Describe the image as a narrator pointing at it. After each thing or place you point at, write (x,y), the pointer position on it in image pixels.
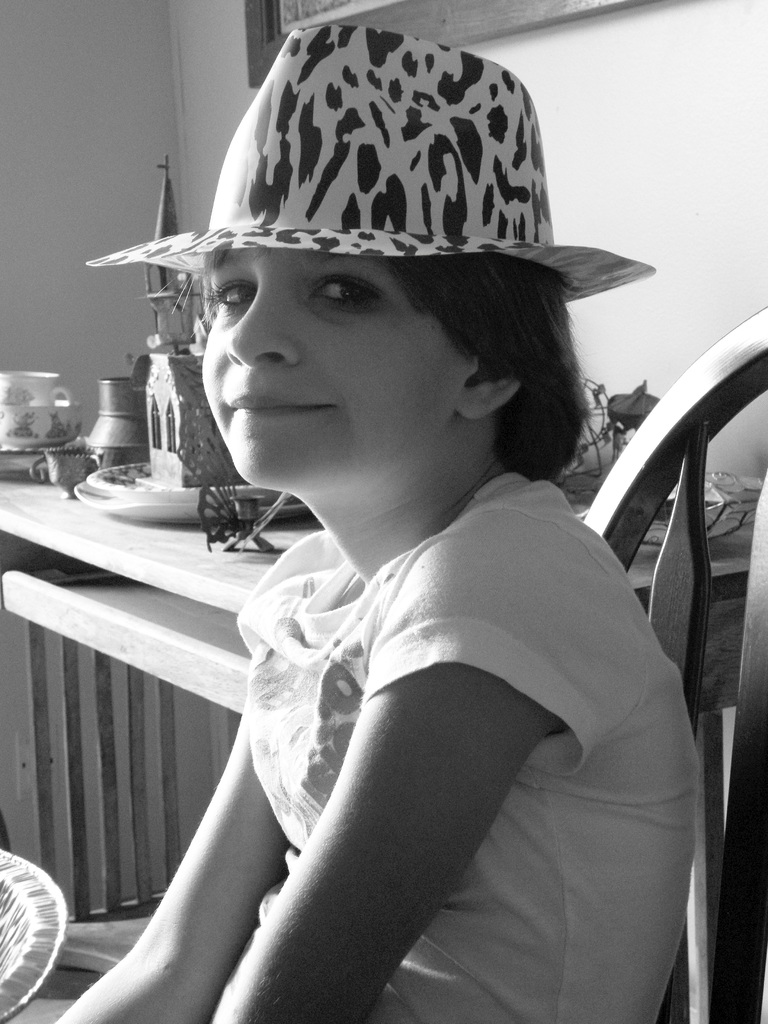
This is black and white picture, there is a girl (440,818) sitting on chair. In the background (0,392) we can see objects (9,385) on the table (199,524) and frame (252,14) on a wall (208,62).
